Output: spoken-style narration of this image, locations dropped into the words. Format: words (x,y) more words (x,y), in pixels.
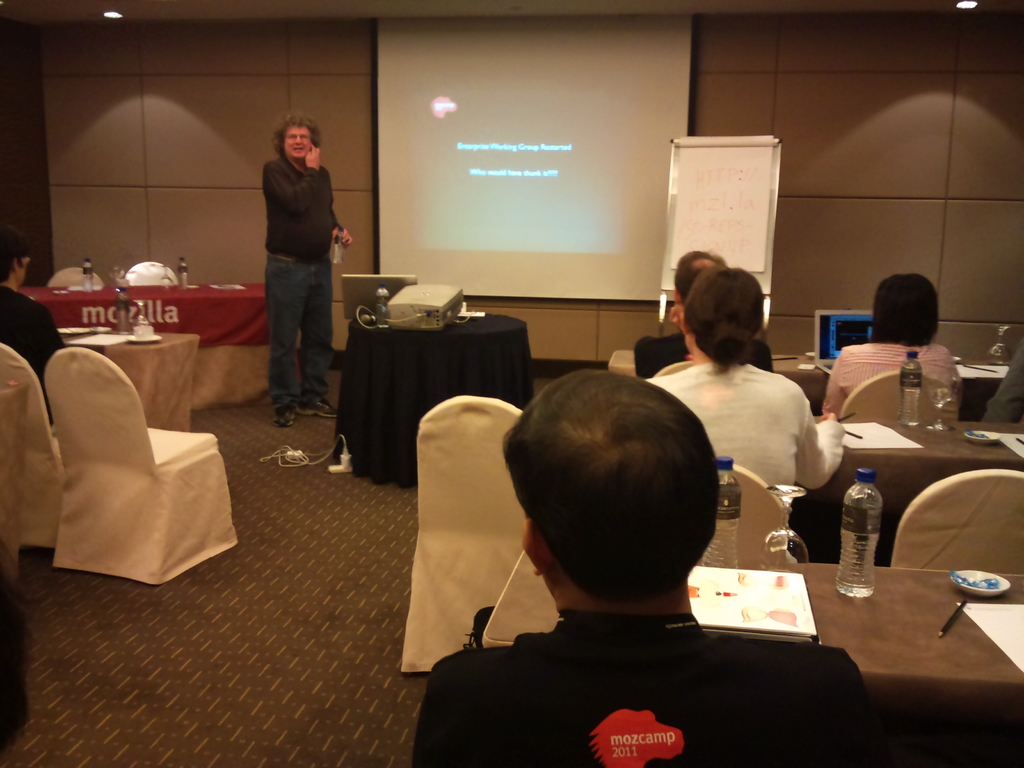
In this image it seems like it is a hall (191,638) in which there are people (737,372) sitting in the chairs (446,524) near the table (920,616). On the table (885,573) there are bottles (862,530), plates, papers (1012,619), pens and bowls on it. In the background (507,89) there is a screen (485,146). At the top (92,16) there is ceiling (153,16) with the lights (118,14). Beside the screen (413,149) there is a person (284,305) standing on the floor (292,427) by holding the bottle (334,242). In the middle (398,346) there is a table (419,332) on which there is a projector (418,303), bottle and a laptop (357,280) beside it. On the right side (714,192) there is a board (727,190).
